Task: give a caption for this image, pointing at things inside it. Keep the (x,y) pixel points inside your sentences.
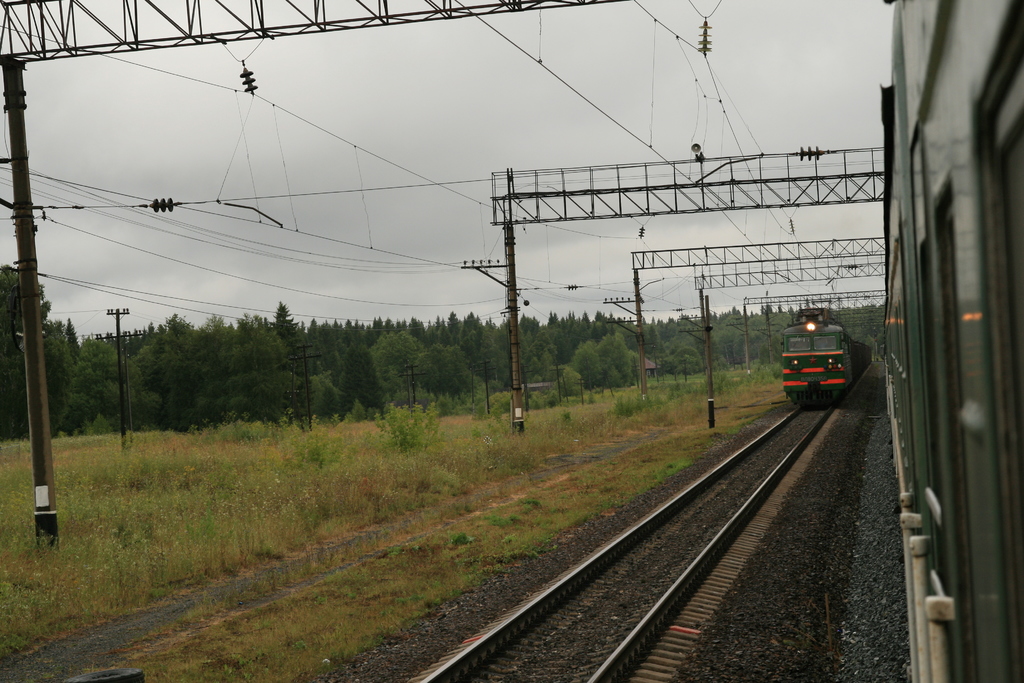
Here in this picture we can see a couple of trains (828,370) present on the railway tracks (627,562) over there and we can also see electric poles (33,318) present all over there and we can see grass (376,514), plants (318,463) and trees (261,402) present on the ground (405,527) all over there and we can see the sky (272,294) is fully covered with clouds (619,220) over there.
